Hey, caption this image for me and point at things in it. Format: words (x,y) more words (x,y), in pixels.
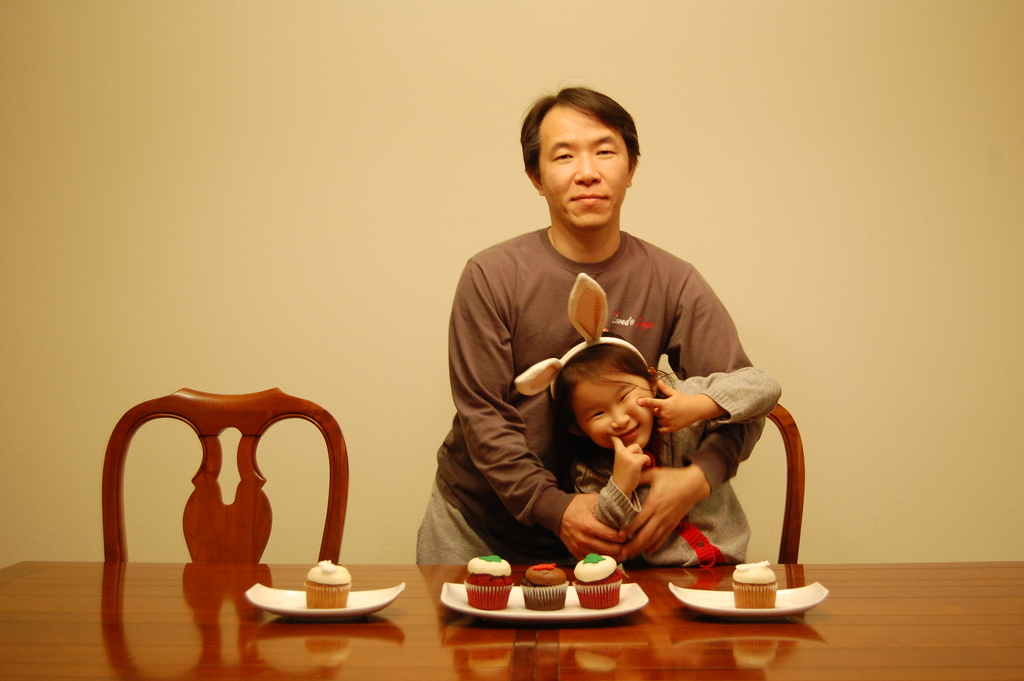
There is a room (518,192). There are two people (624,186) in a room (624,220). In the center a person (601,170) is holding a child (555,370). There is a table (412,588). There are cupcakes (503,602) on a table (7,635).
